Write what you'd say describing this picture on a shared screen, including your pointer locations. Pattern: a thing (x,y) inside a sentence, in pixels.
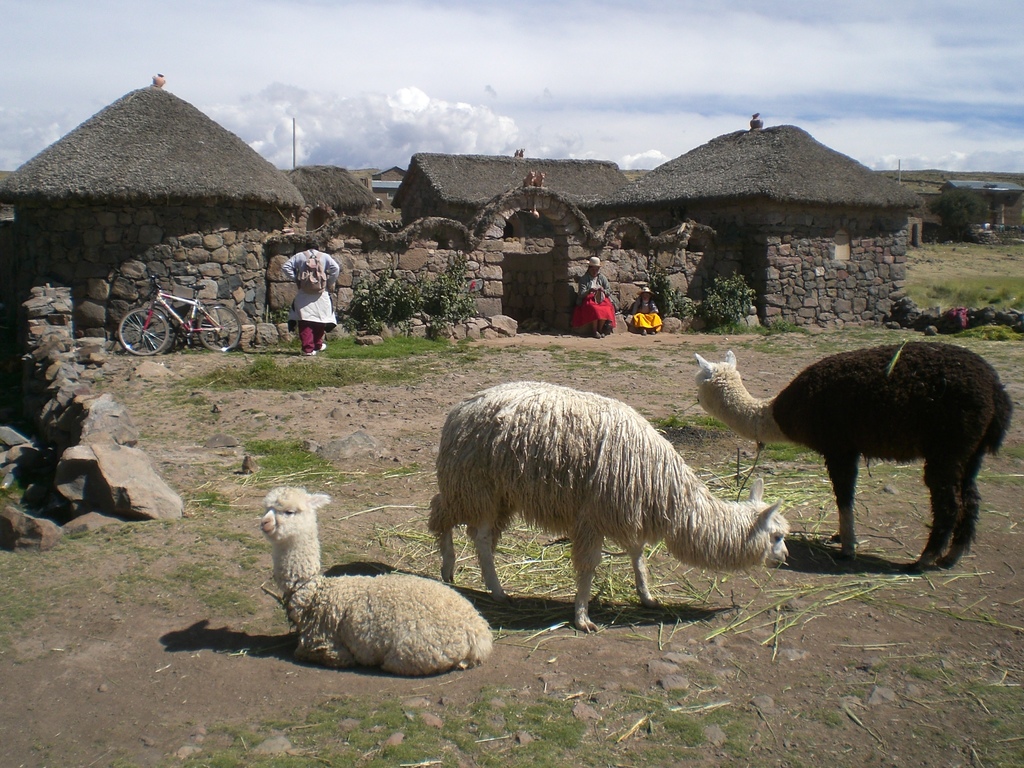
In this image, we can see animals (460,642) on the ground (624,693). Background (840,262) we can see people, houses (758,259), walls (492,283), bicycle (209,327), plants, few objects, grass (971,291) and cloudy sky (625,93).
